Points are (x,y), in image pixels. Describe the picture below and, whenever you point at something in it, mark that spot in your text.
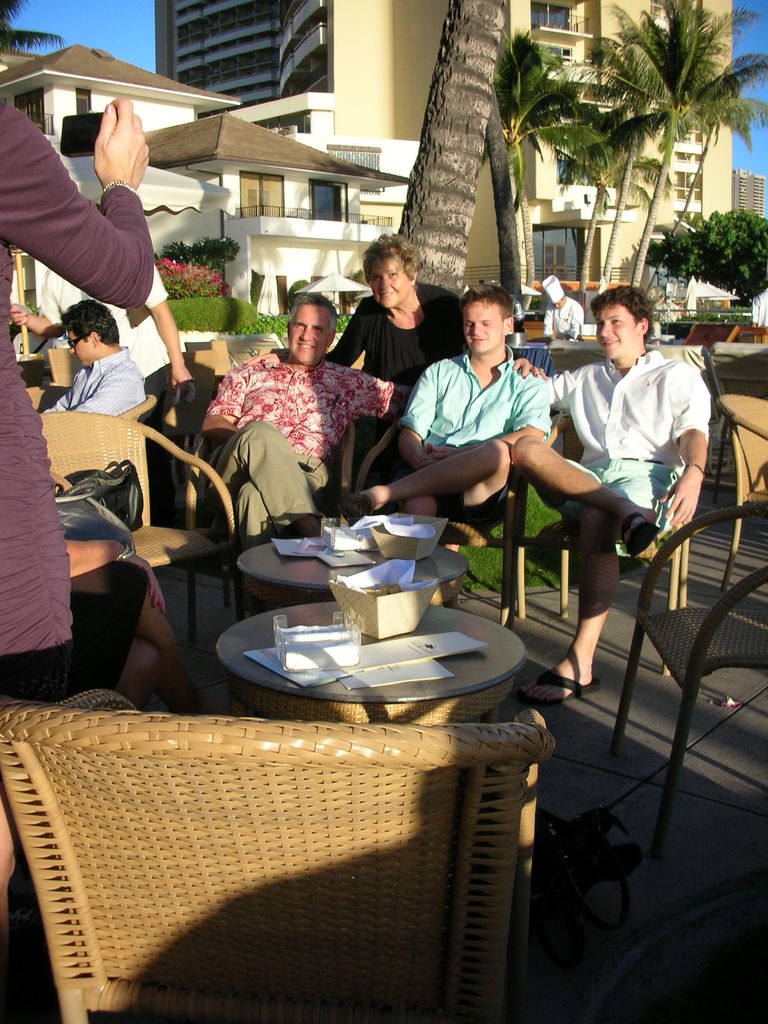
In the center of the image (303,528) there are people (373,316) sitting on chairs (526,507). In the background of the image (322,100) there is a building (569,13). There are trees (471,161). There is a chair (116,712). In the foreground of the image (369,711) there is table (286,695) on which there are many objects (346,622).
